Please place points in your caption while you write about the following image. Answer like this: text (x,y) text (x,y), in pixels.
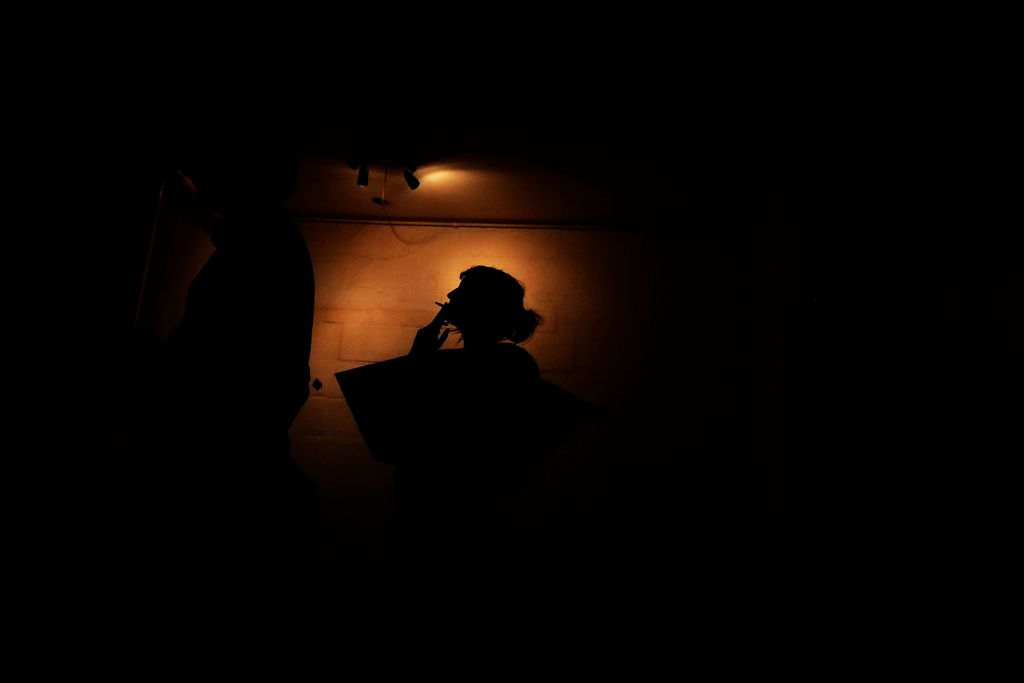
In this image there are two persons (301,341), there are lights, and there is dark background (82,67).
